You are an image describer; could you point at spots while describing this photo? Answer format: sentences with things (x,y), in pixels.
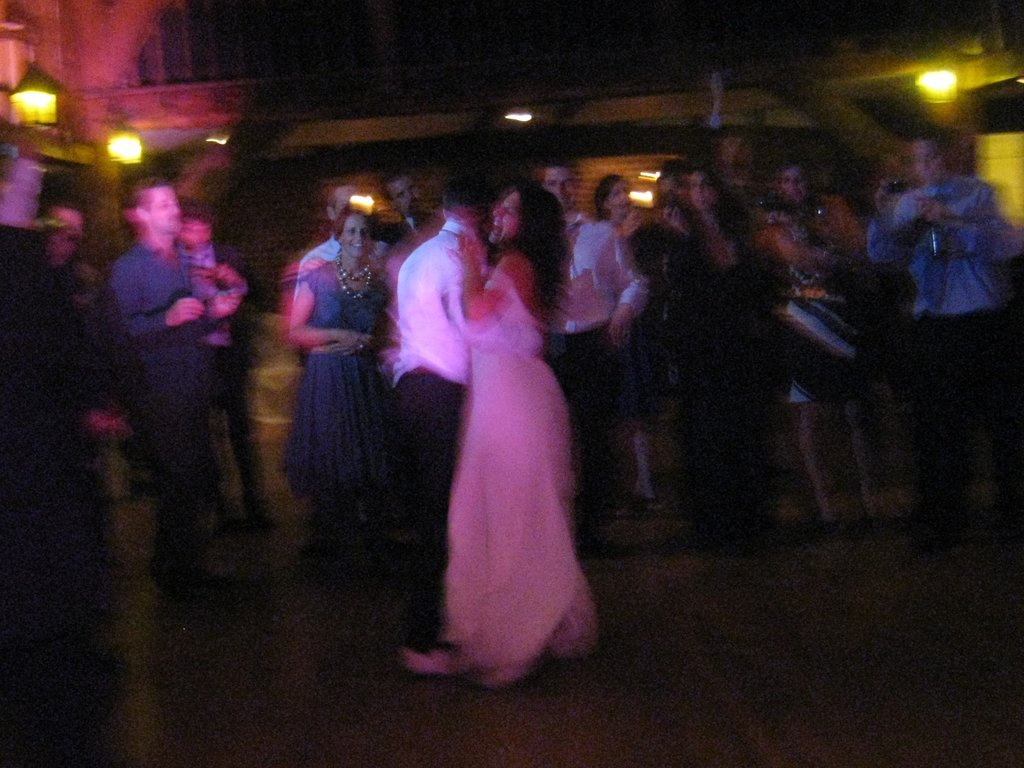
I can see this is a blur picture. There are group of people (373,473) standing, there are lights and there are some other objects (317,136).
